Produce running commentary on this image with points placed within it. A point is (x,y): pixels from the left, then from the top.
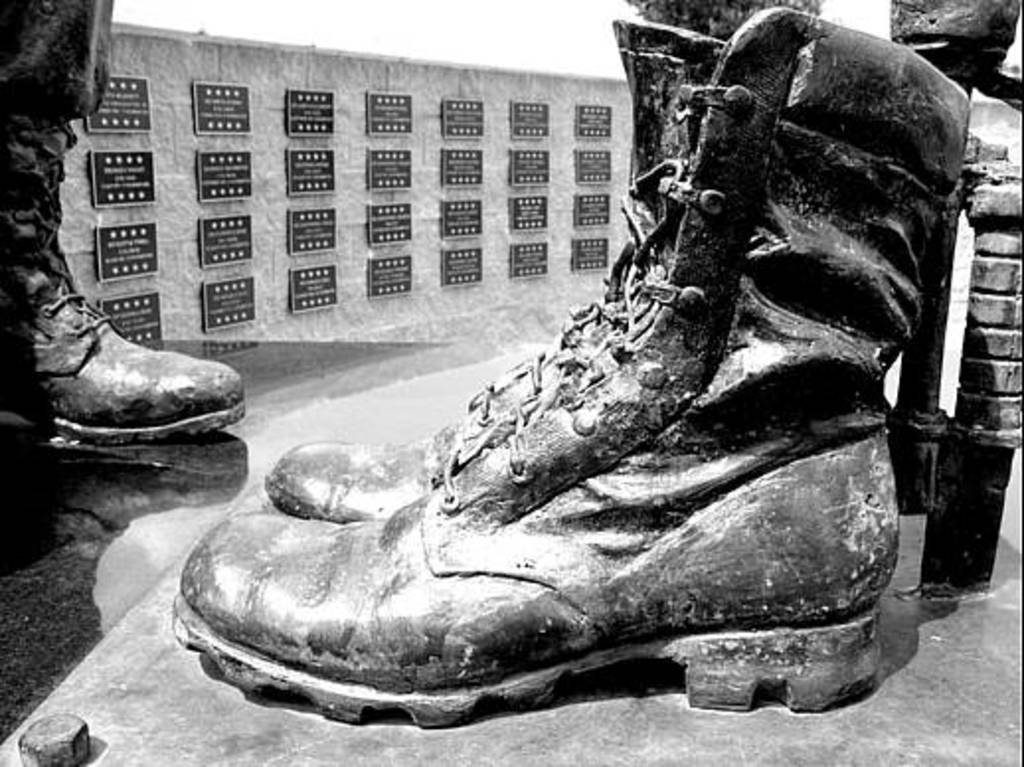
This is a black and white image. Here I can see the statues (606,439) of shoes (675,323) and a person's leg (30,266). In the background (327,154) there are few frames (528,198) attached to the wall (281,64).
